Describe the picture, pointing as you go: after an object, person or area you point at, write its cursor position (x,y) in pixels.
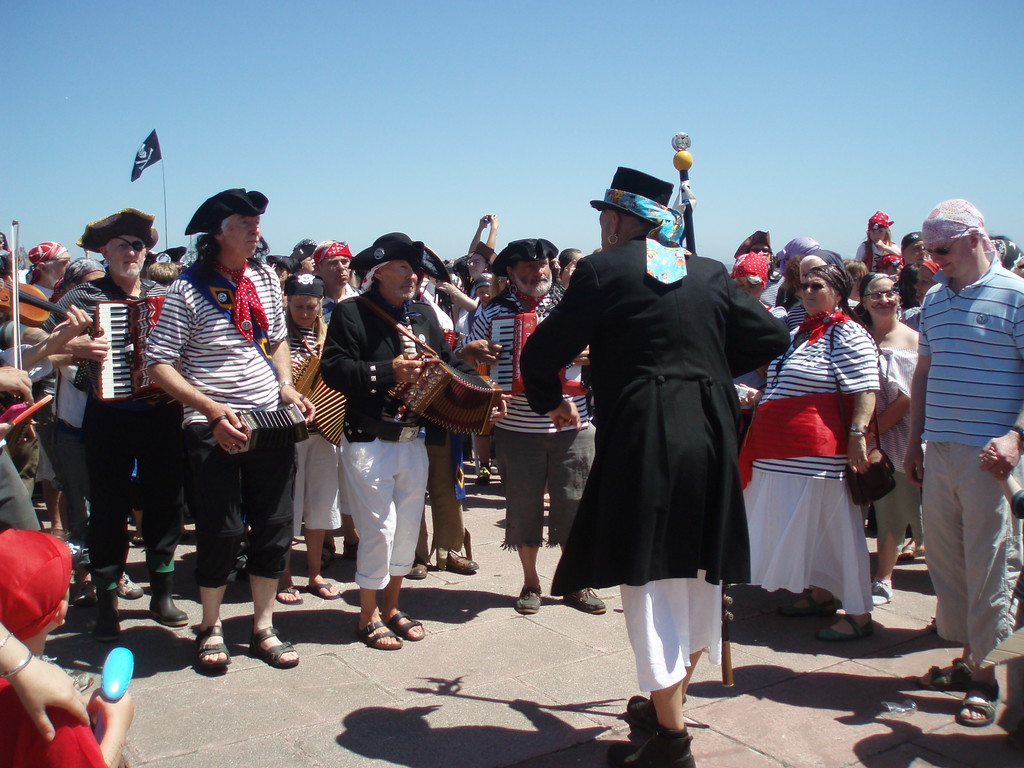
This picture shows a group of people (211,222) performing musical instruments (495,401) and few people (1009,351) are watching them standing.
